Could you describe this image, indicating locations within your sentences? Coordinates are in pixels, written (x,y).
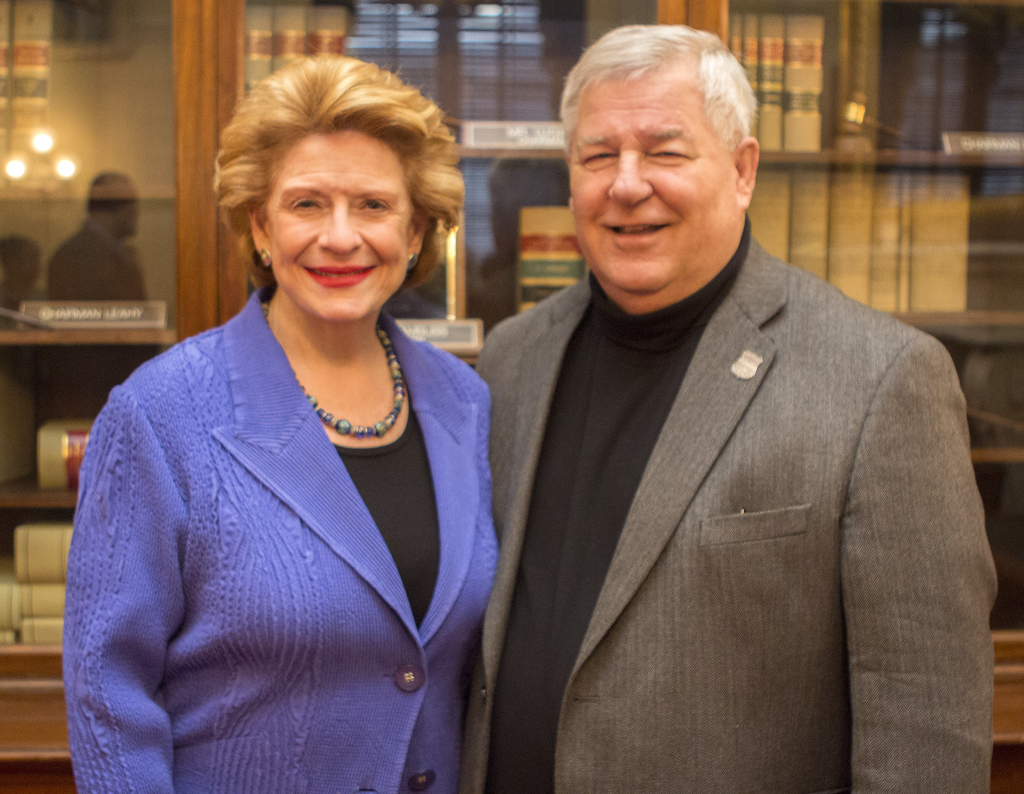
In the front of the image (303,491) I can see a woman (293,452) and man (666,205) are smiling. In the background of the image (923,247) there is a glass cupboard (433,9). Inside the glass cupboard (90,388) there are books (48,596). On the glass cupboard (25,137) there is a reflection (34,147) of people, lights (42,136) and windows (1018,71).
